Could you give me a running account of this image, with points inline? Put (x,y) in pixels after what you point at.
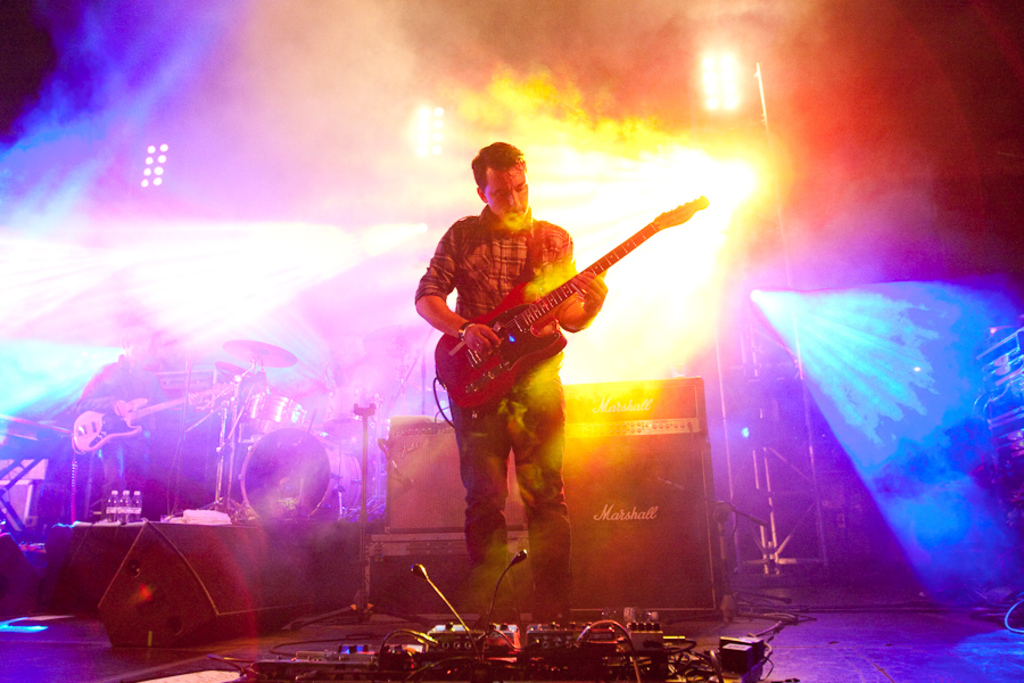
In this image there is a man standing and playing a guitar (493,347), and at back ground (423,421) there are cables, speakers (593,579), another man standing and playing guitar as well as drums (226,345), focus lights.
